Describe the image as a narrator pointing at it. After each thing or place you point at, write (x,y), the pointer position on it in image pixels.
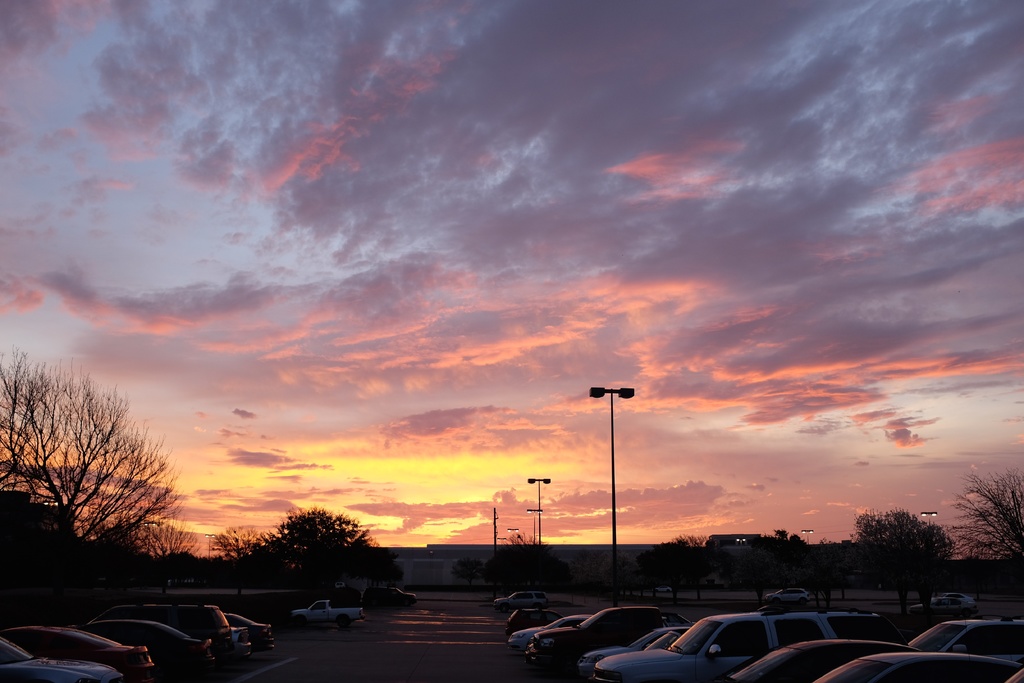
In this image we can see sky (559,248) with clouds (633,207), street poles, street lights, buildings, trees (287,517) and motor vehicles (341,609) on the floor (376,621).
